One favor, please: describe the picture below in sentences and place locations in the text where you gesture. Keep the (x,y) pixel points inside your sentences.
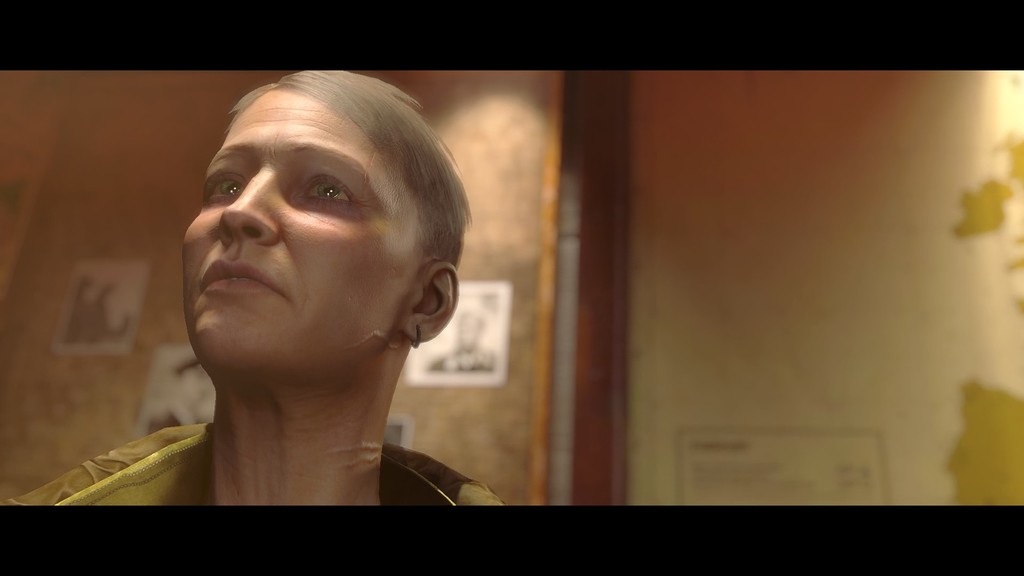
This image is a graphic. On the left side of the image (271,328) we can see person (350,301). In the background (648,213) we can see wall (492,228) and photographs (159,408).
